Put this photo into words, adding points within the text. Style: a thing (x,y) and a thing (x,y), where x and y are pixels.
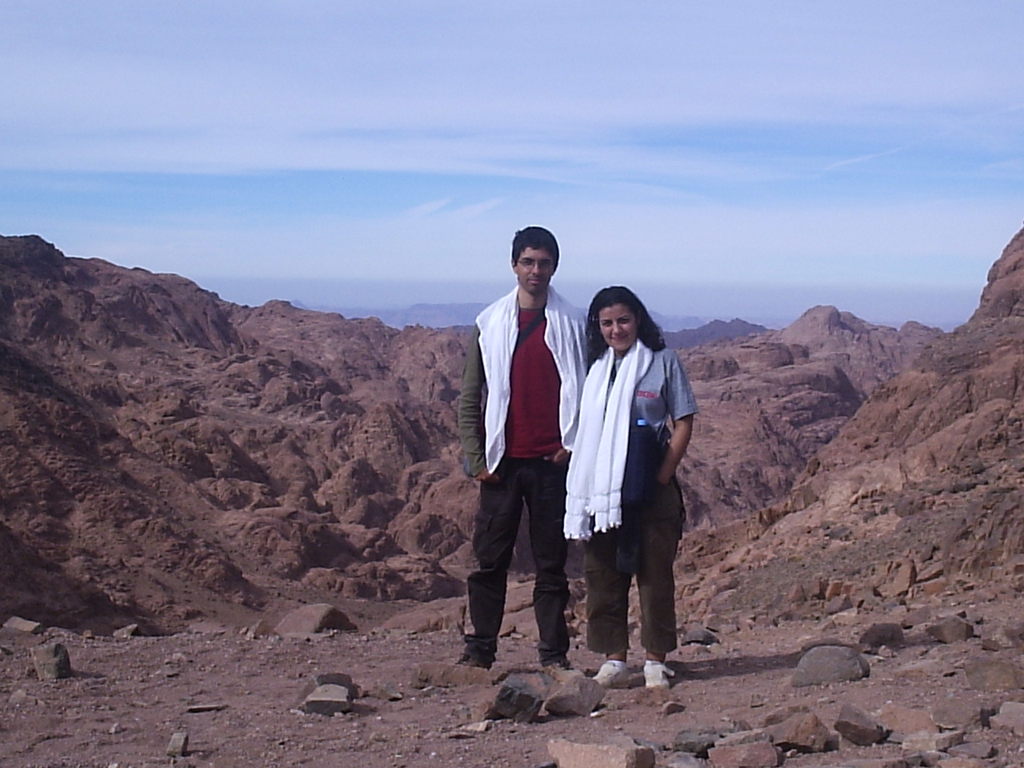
In this picture we can see a man (526,460) and a woman (647,360), they are standing, around them we can find rocks (998,672), in the background (830,543) we can see hills (438,316) and clouds (319,265).
